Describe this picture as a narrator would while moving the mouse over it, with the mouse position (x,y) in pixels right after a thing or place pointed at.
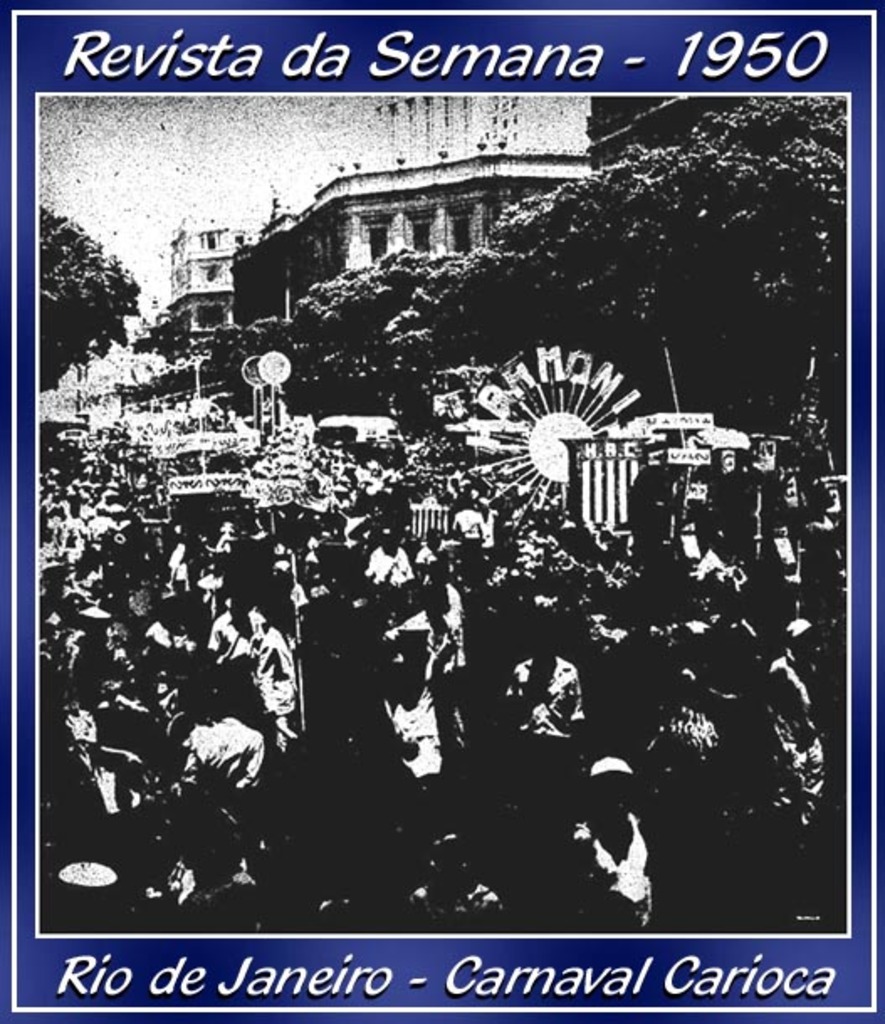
In the image we can see a poster (780,626). In the poster (461,364) many people (56,549) are standing and there are some trees (795,225) and buildings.
